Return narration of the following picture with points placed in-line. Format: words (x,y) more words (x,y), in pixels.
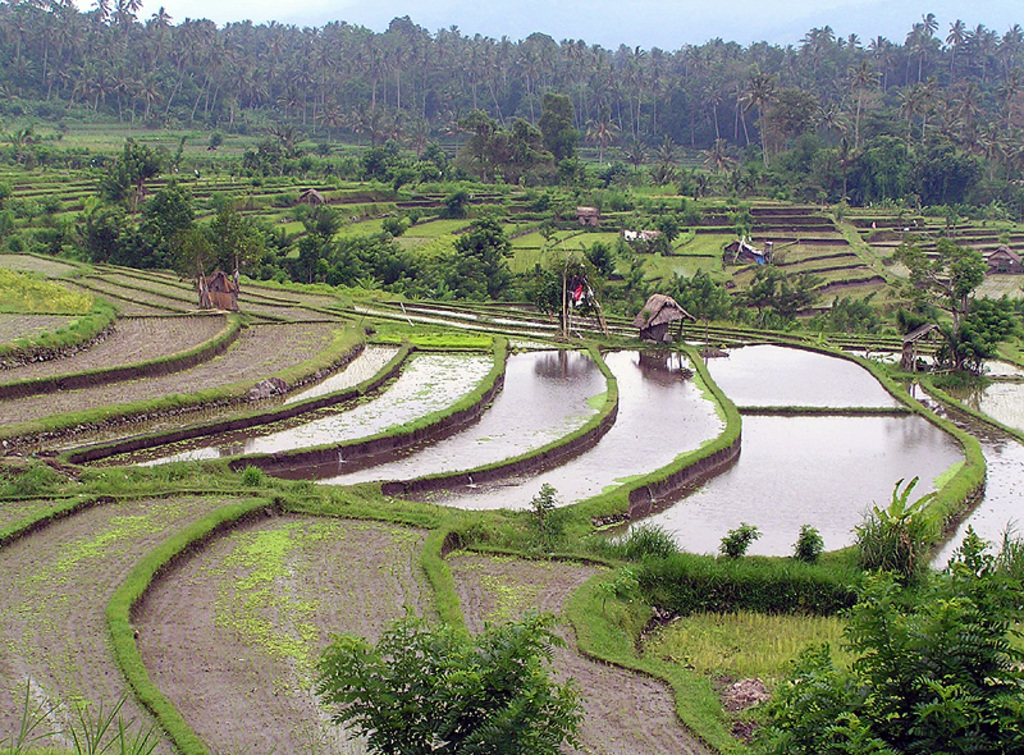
There is greenery (262,481), water (434,366) and few huts (998,268) in the foreground area of the image (327,360) and there are trees (646,58) and sky (437,20) in the background area (538,65).
